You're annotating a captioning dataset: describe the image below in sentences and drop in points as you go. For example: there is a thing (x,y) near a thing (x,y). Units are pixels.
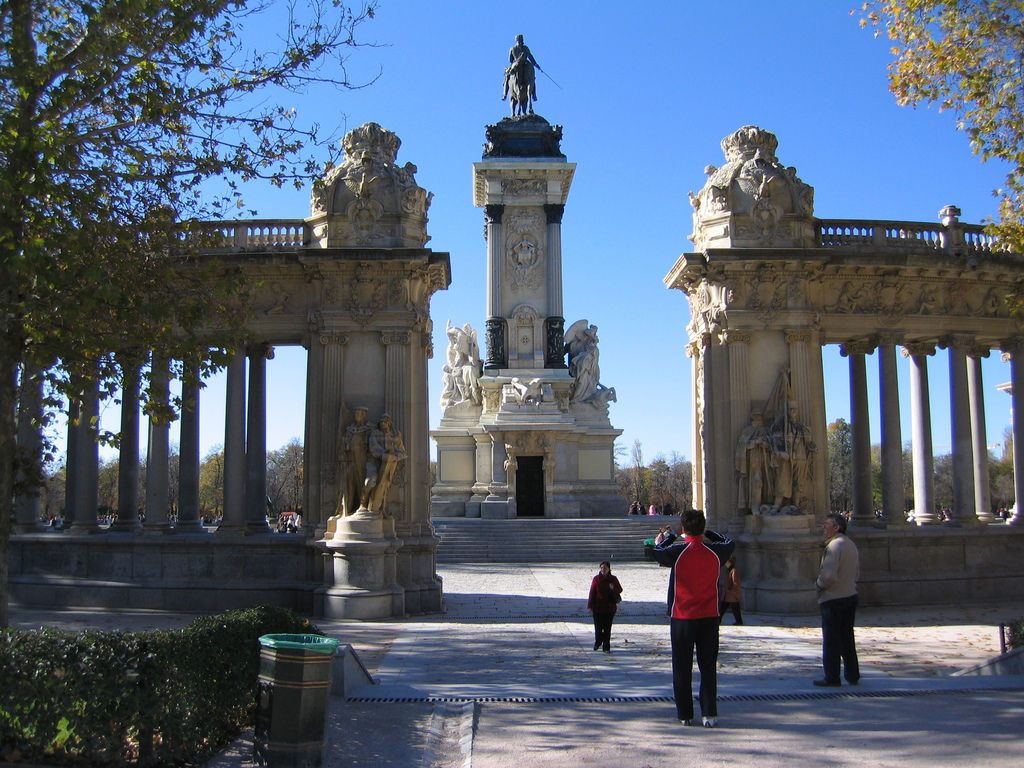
In the center of the image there are people (612,579) standing on the road (619,653). On the left side of the image (207,676) there are plants (199,687). There is a dustbin (319,703). In the center of the image (529,327) there is a statue (534,156) with the sculptures (586,371). On both right and left side of the image (227,456) there is wall (278,276) with sculptures (361,294) and pillars (193,498). In the background of the image (656,473) there are trees (669,474) and sky (669,194).
